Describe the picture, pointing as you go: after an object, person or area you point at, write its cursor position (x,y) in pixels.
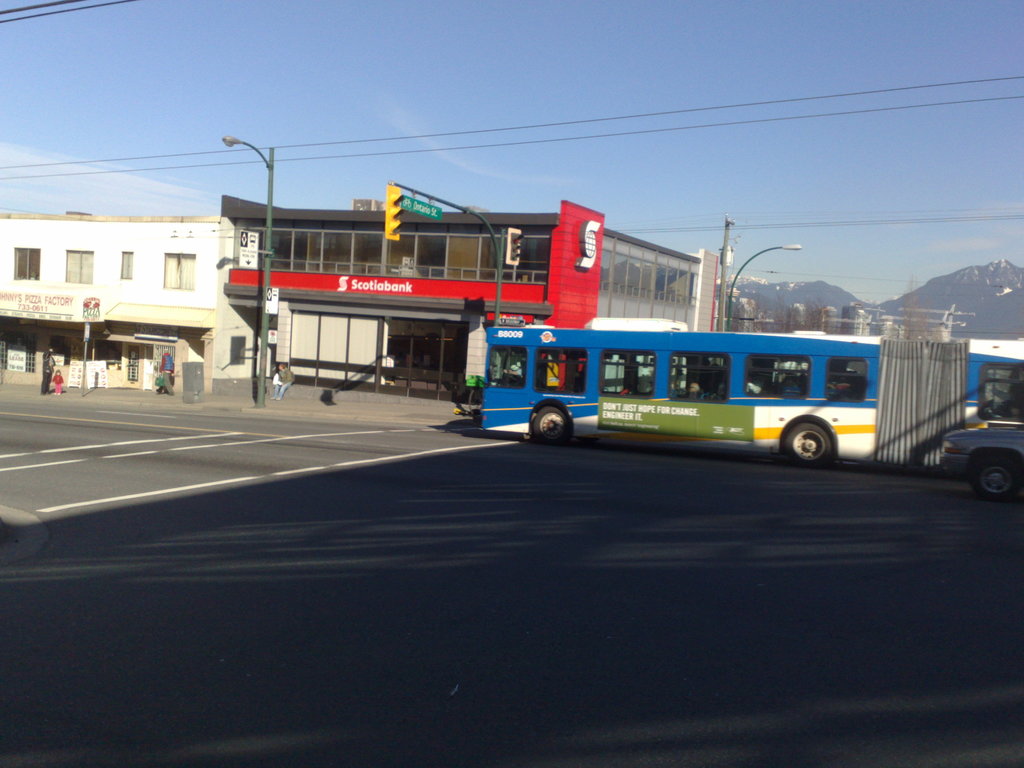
In this image there is a bus (686,442) and a car (957,469) are on the road (627,483). Few persons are standing on the pavement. There is a street light (261,397) on the pavement (250,405). Behind the bus (511,356) there is a pole (499,252) having few traffic lights (511,232) attached to it. Background (455,299) there are few buildings (129,299). Right side (976,291) there are few hills (986,283). Top of image (747,94) there is sky (697,95).
